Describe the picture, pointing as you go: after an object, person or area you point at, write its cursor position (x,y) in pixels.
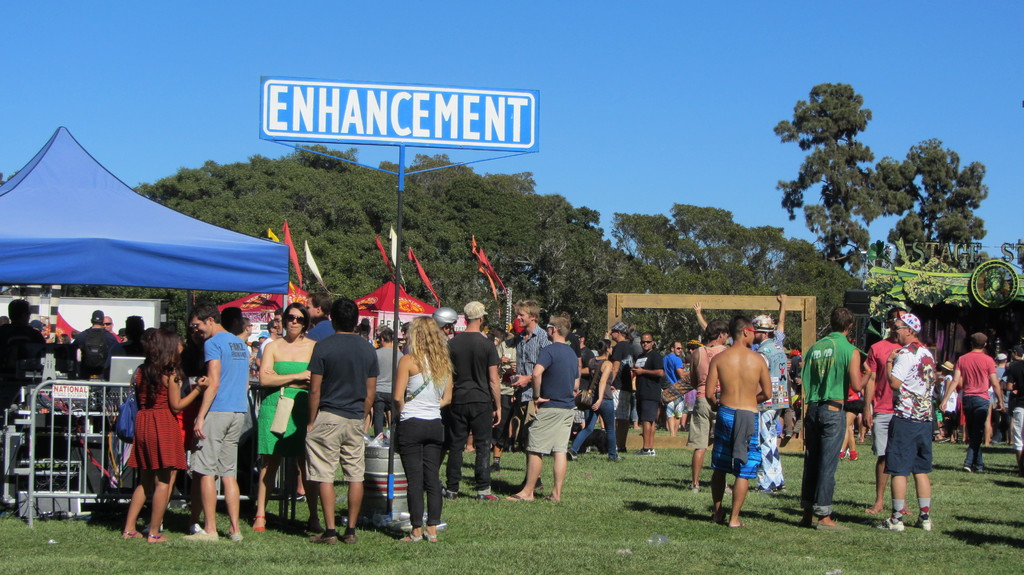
In this picture we can see a group of people (194,334) on the ground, here we can see a name board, tents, flags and trees (368,233).
